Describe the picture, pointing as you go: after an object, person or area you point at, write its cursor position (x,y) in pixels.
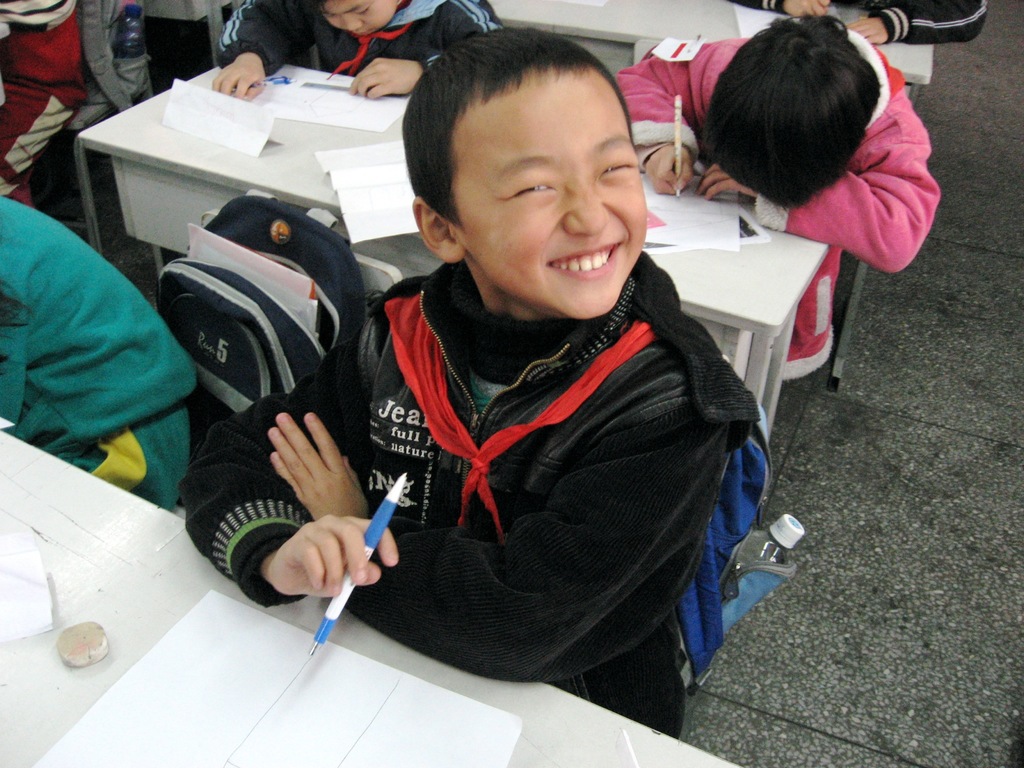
In this image, I can see a boy (528,507) sitting and smiling. There are few kids (833,127) sitting. These are the papers (383,192) on the tables (69,678). I can see the backpack bags (731,533). I can see a kid (732,142) writing. This is the floor (893,582). I can see a water bottle (780,544), which is kept in the bag (735,584).
